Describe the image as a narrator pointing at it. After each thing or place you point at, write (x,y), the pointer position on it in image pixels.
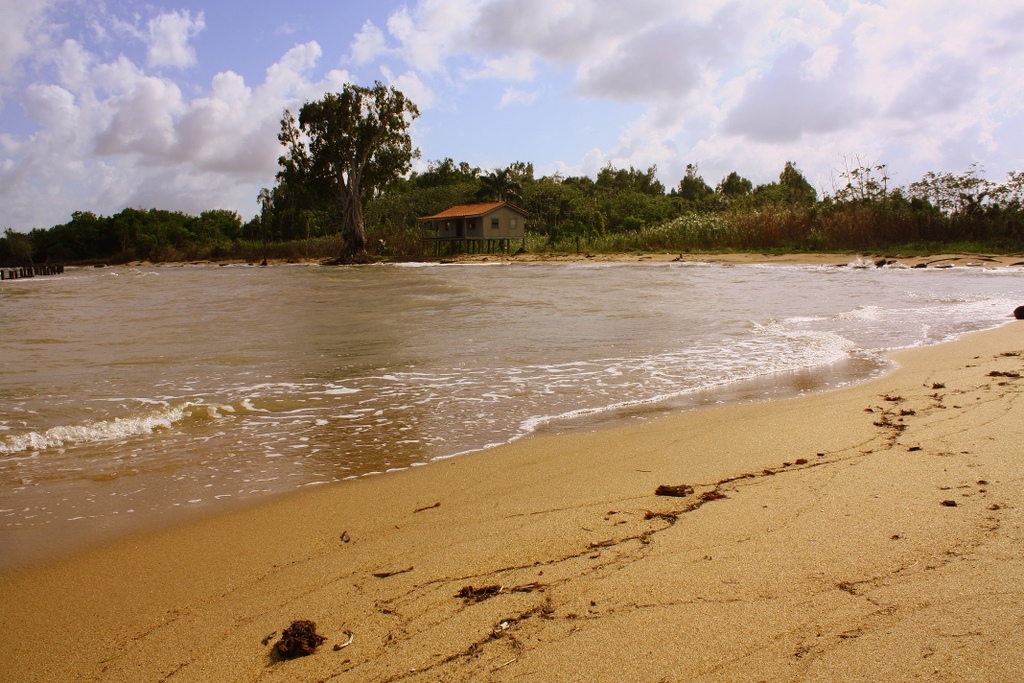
In the image there is a sand surface (426,589), behind the sand surface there is a beach (286,288) and in the background (420,214) there is a house (460,213) and trees (158,218).
